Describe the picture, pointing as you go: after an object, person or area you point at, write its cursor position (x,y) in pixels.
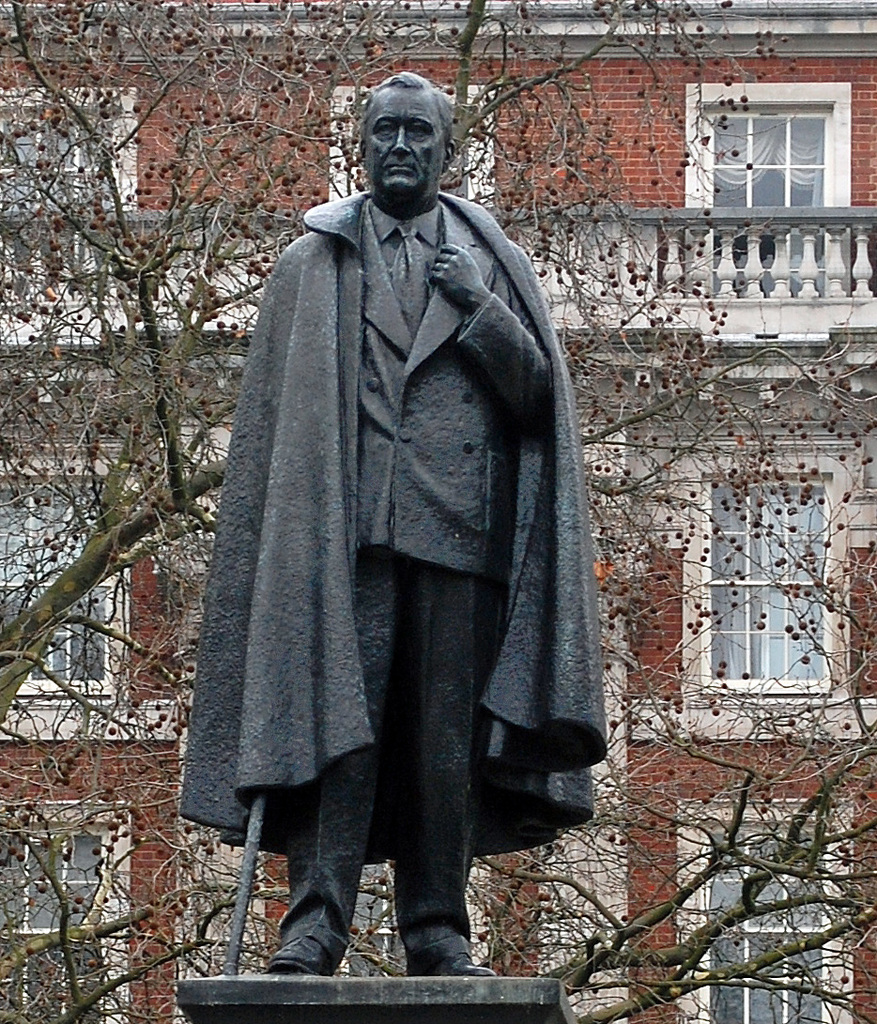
This image is taken outdoors. In the background (607,471) there is a building (9,520) and there is a tree (69,938) with stems (169,685) and branches (81,932). In the middle of the image (335,550) there is a statue (356,755) of a man (370,595) holding a stick (233,972) in the hand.
